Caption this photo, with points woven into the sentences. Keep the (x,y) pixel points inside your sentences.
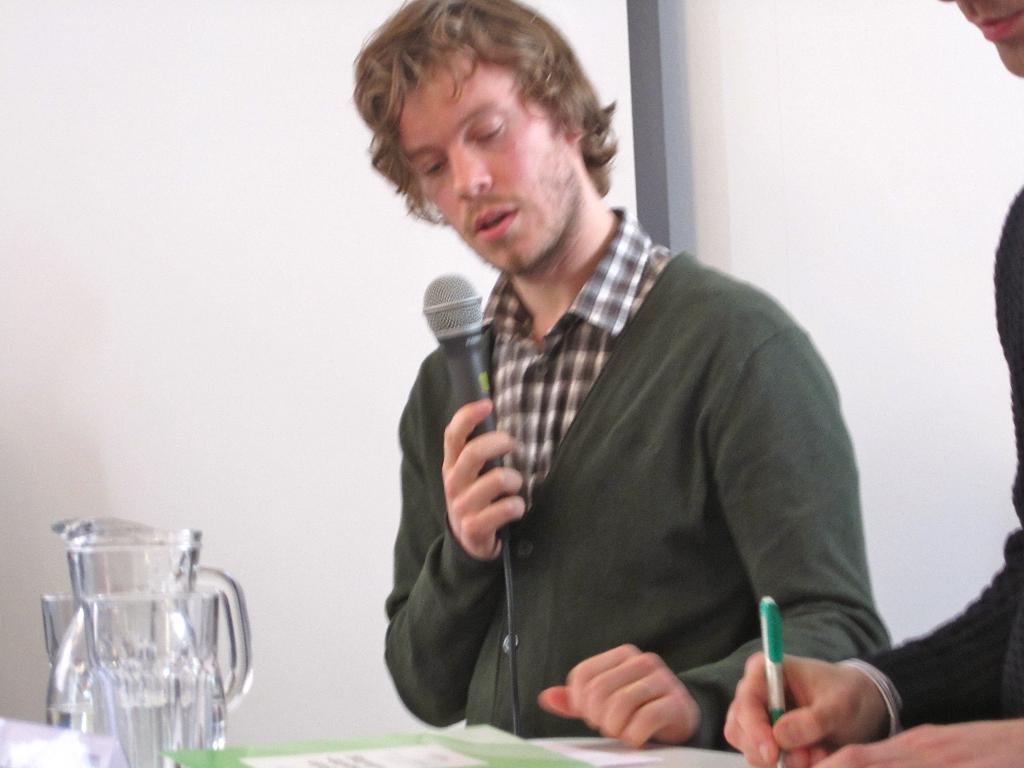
There is a man (625,367) standing with a mic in his hand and looking at the papers (479,752) which are on the table (494,747) and in front of him there is jug (132,588) which is of glass jug (173,691), besides the man (812,583) there is another man (1011,547) who is holding a pen (768,648) in his hand (762,679) and in the background (837,150) there is a white wall (836,125).
